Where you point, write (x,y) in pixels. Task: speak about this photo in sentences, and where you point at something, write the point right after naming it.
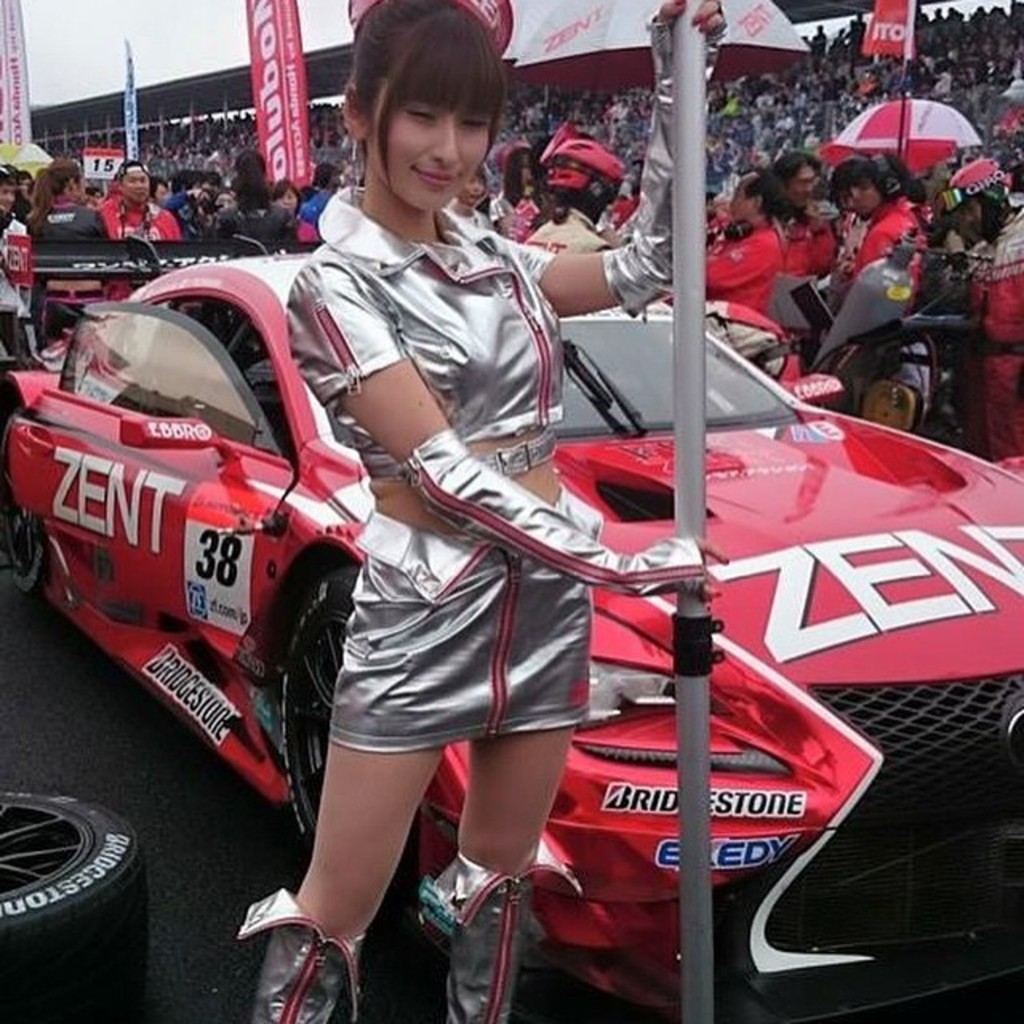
In this picture I can see there is a woman (427,623) standing and she is holding a pole (686,778) of an umbrella (762,26). I can see there is a car (268,476) behind her, there are a few people (144,188) standing around the car (240,480), there are a few banners (257,111) and there are audience (511,107) sitting and the sky (227,54) is cloudy.
